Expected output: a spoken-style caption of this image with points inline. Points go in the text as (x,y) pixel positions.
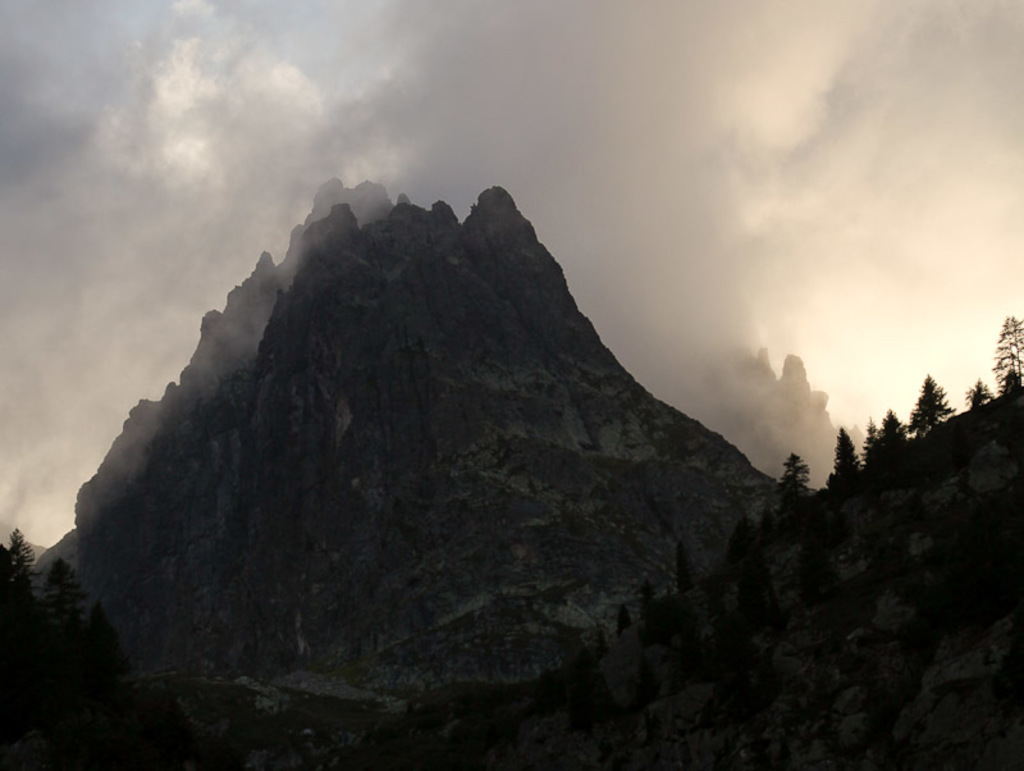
In this image, we can see hills (385,509), trees (6,659) and smoke (663,24). Background (65,218) there is the sky (623,105).
